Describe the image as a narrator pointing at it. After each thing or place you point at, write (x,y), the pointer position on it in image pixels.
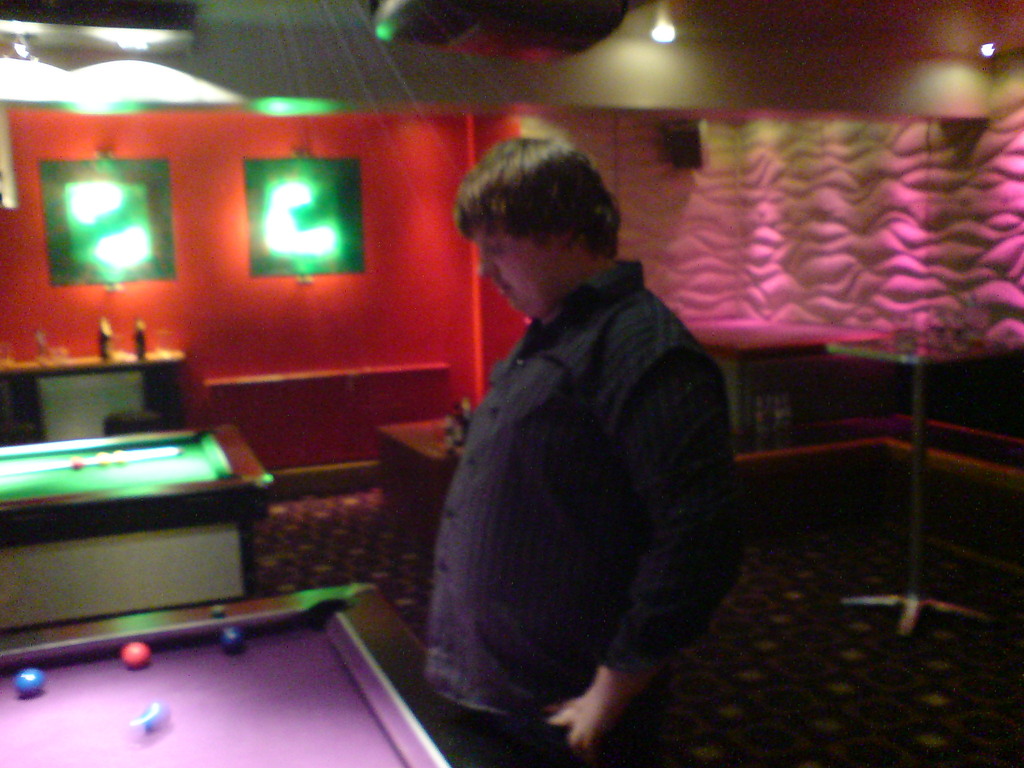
In this image I can see a person (522,759) visible in front of table (333,759), on the table (196,652) there are small balls (19,680) visible, in the middle (377,407) there is a table (66,560), wall (20,233), there are some light (67,209) and a table stand (914,612).
